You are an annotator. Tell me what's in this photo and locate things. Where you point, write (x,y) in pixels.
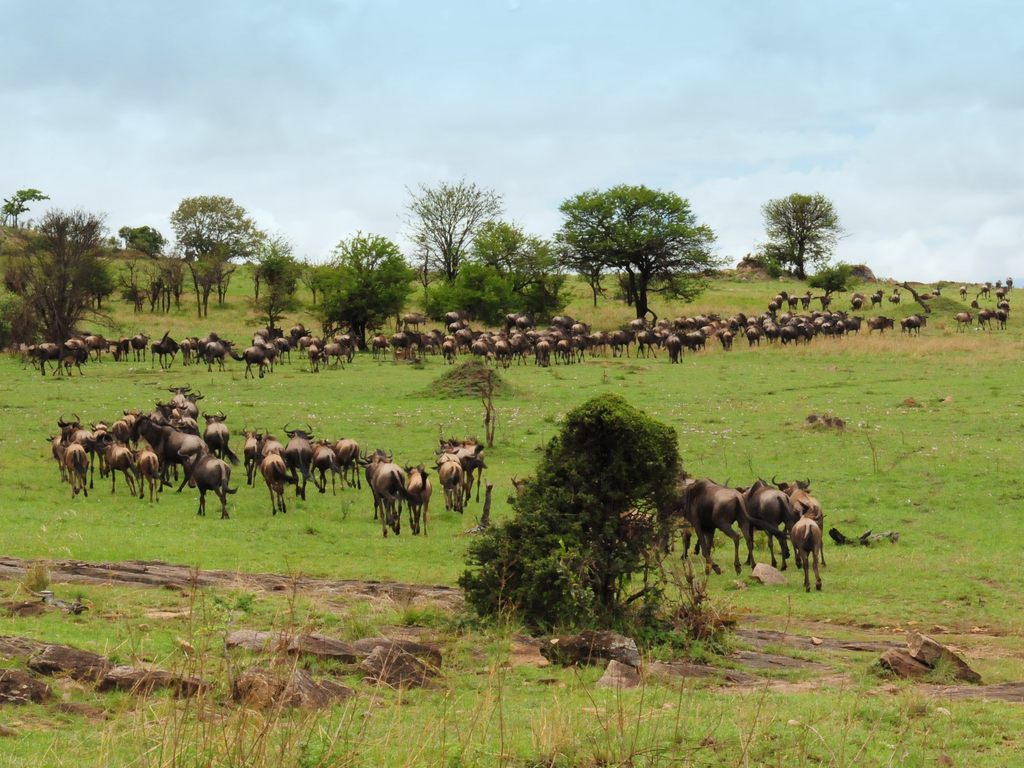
This image is taken outdoors. At the top of the image (459,151) there is the sky (487,120) with clouds (907,199). At the bottom of the image (492,741) there is a ground (475,737) with grass (447,739) on it. In the background (68,276) there are a few trees (197,286) and plants (590,277). In the middle of the image (401,502) there are many wildebeest (803,532) running on the ground (836,339) and there are a few rocks (253,636). There are a few plants (578,513).
